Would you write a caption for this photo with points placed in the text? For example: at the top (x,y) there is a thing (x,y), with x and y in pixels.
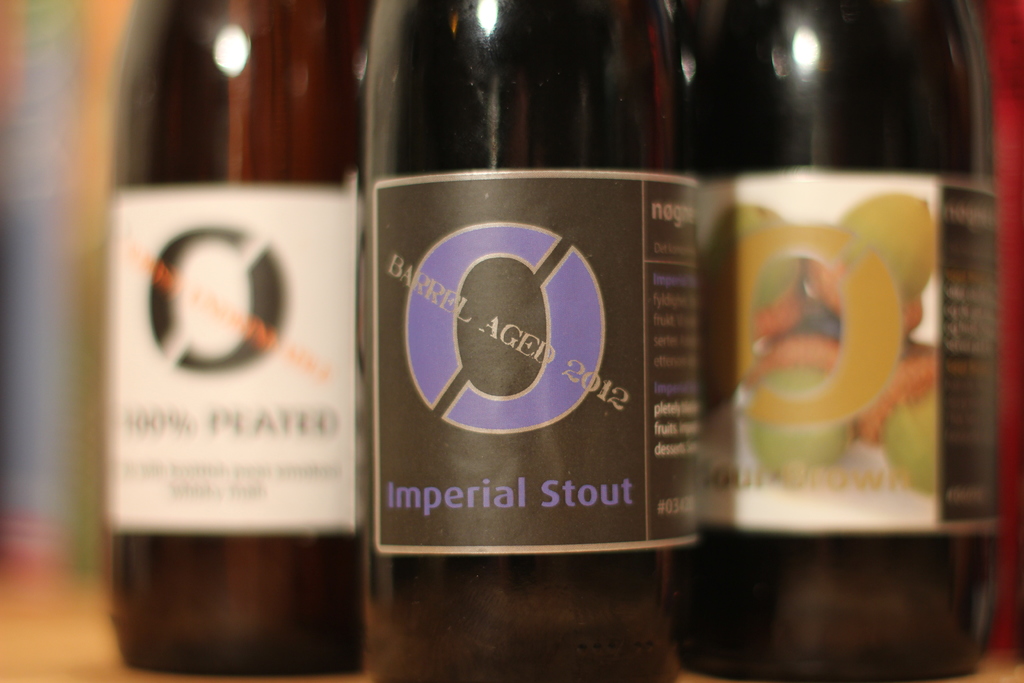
This image consist of 3 bottles (516,416). They are in brown color. There are stickers (534,278) on that.
